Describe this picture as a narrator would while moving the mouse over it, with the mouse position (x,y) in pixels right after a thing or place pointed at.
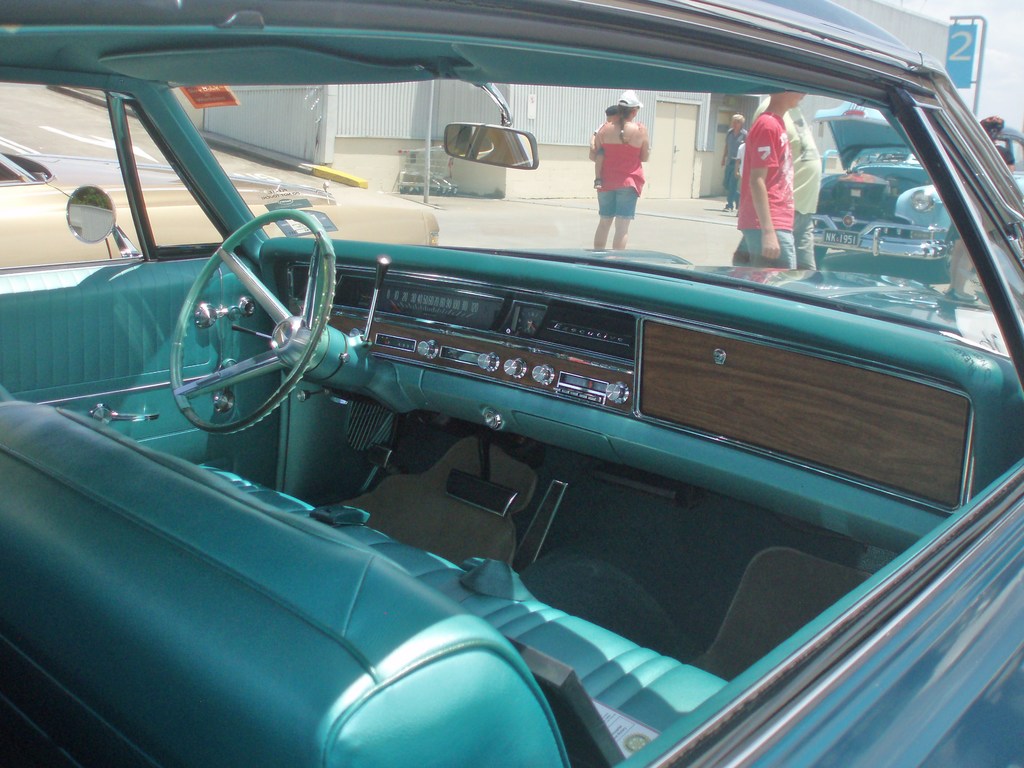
In this image, I can see the inside view of a car (233,348) with a steering wheel (186,308), auto gauge (424,291), gear stick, side mirror (100,216), seat (390,541) and few other parts (399,500). I can see the cars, few people (723,161) standing and a building (406,130) through a transparent glass (726,178) of a car (602,76). At the top right side of the image (953,72), there is a board (964,79) with a pole (975,107).
